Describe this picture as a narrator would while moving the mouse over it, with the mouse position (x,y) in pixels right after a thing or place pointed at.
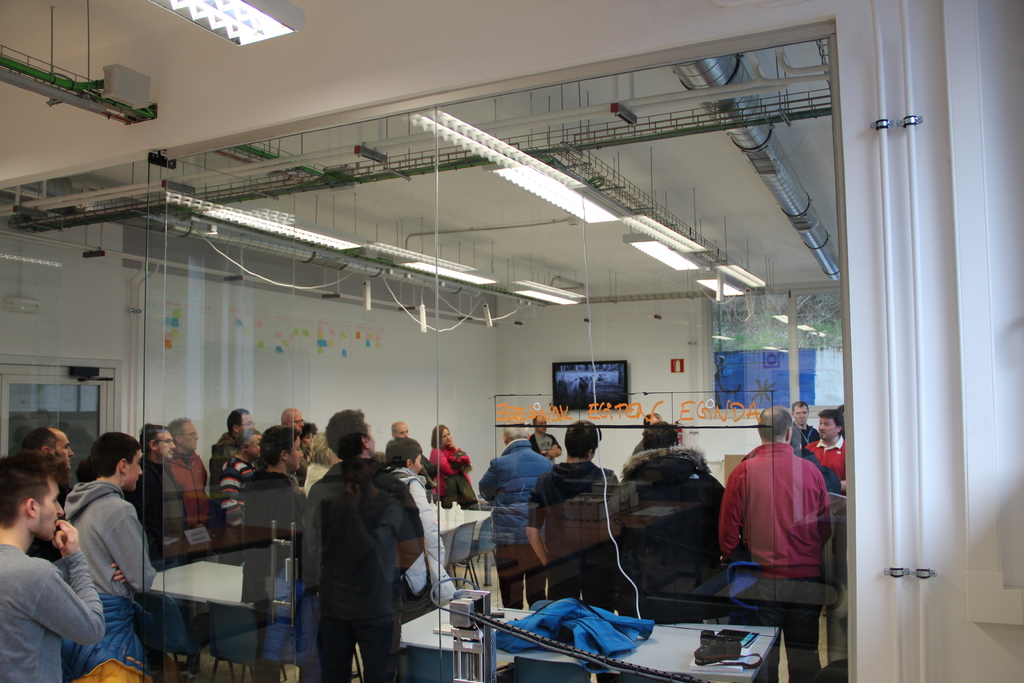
This picture is clicked inside the room (365,620). There are many people (413,502) standing inside the room (337,407) and even we see many chairs (215,655) and tables (457,524) in this room (455,488). On background (566,381), we see a television (577,388) displaying something in it. Behind that, we see a wall (479,347) which is white in color and on roof (791,161) of this room (433,187) we see lights (552,203).
